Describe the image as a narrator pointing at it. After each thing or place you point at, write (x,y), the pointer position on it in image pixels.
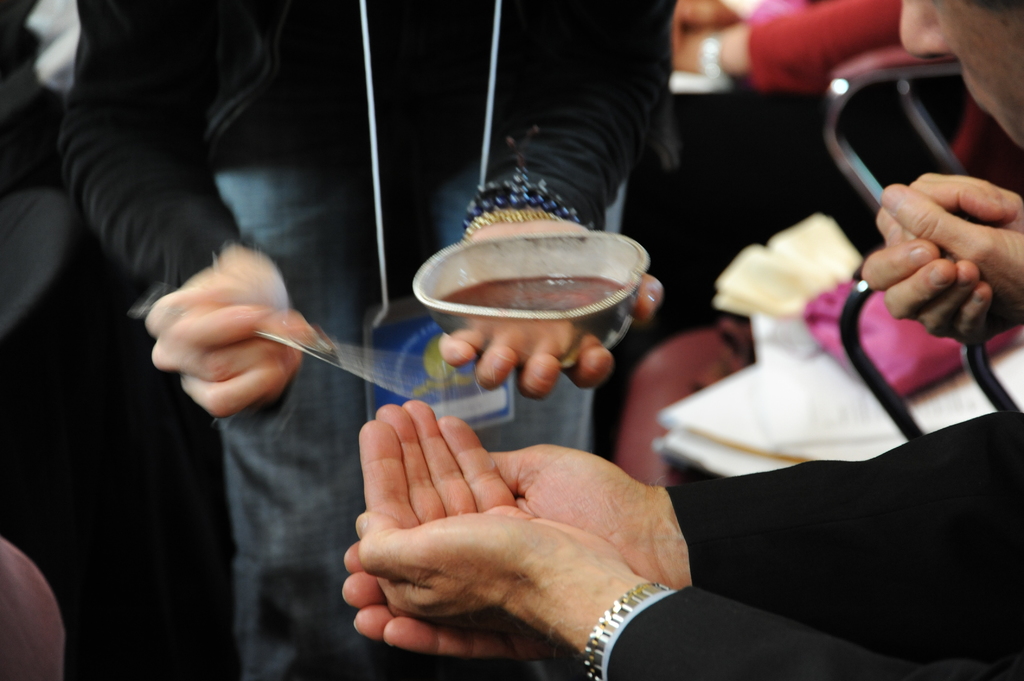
On the right side of the image (771,36) a few (771,36) are sitting on the chairs (861,295) and there is a man (386,483). In the middle of the image (347,275) a man (326,163) is standing and he is holding a bowl (484,306) with soup (529,298) and a spoon (268,337) in his hands (232,310).
